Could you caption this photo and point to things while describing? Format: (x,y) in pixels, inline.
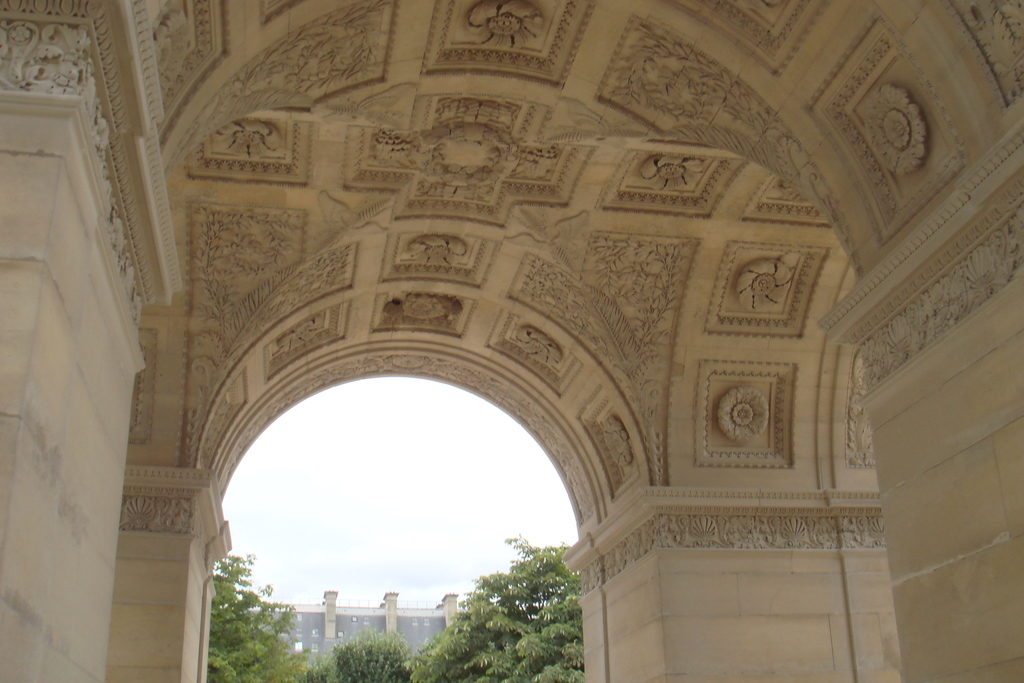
In this picture we can see pillars (126,654), designs (196,293) on the roof (542,217), trees (388,648), building (339,643) and in the background (385,548) we can see the sky (407,539).
